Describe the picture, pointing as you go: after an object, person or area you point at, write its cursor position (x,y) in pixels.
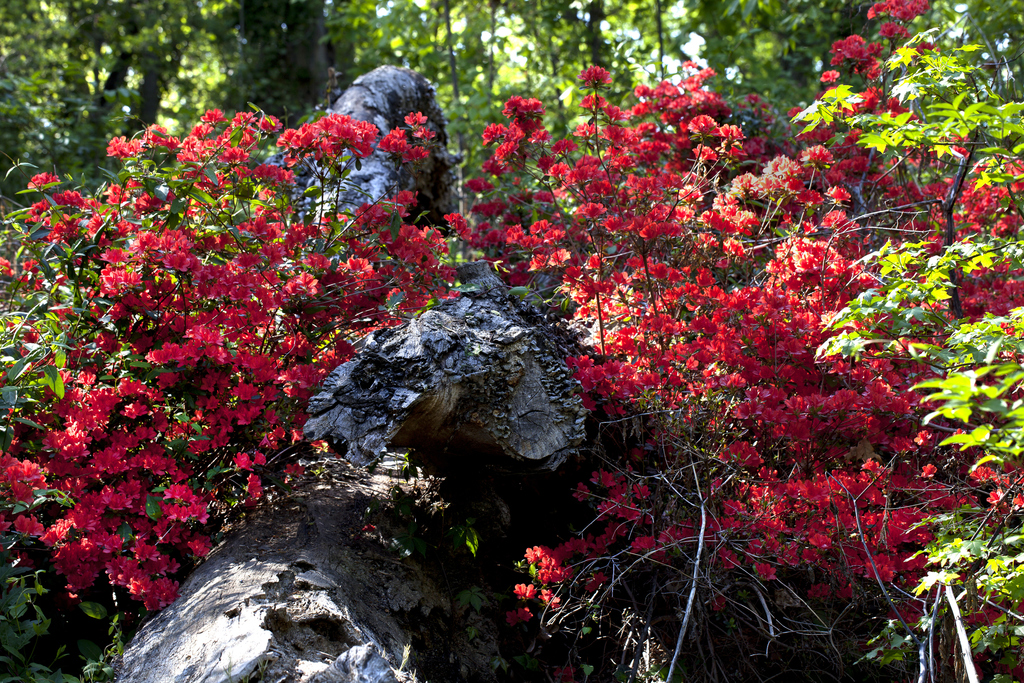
In the picture we can see some plants (765,476) with a flower (757,494) and some logs (181,615) between the plants (192,525) and in the background (614,41) it is covered with some plants (92,47).
